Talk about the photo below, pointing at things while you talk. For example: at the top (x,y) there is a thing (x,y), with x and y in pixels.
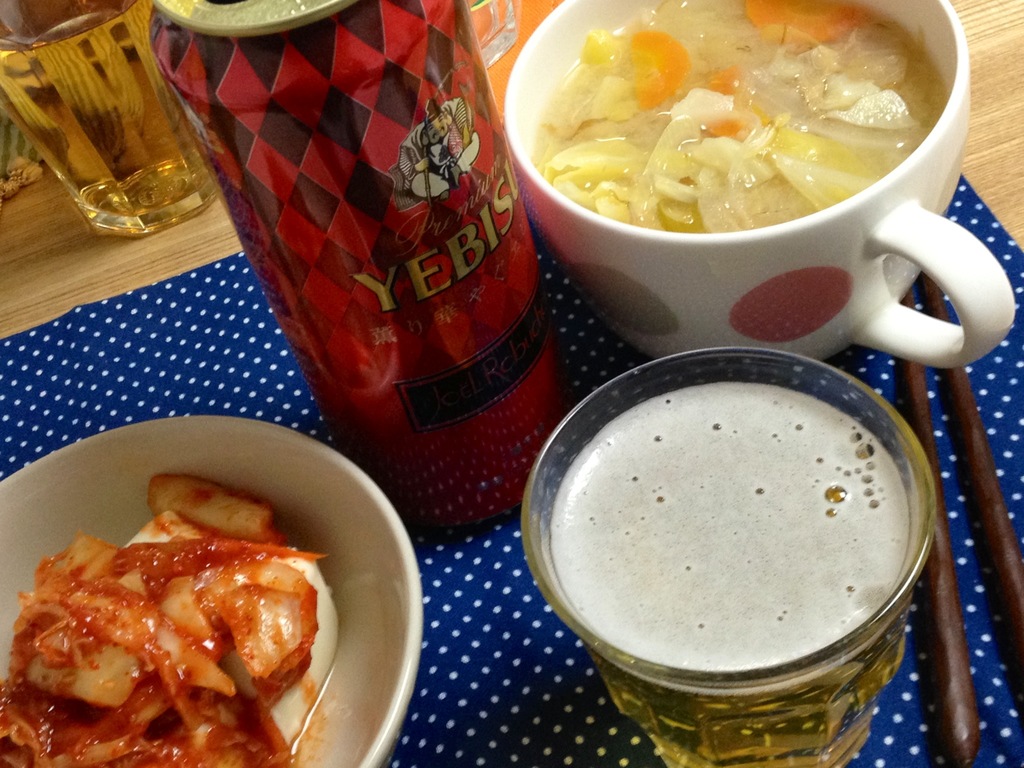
This is a zoomed in picture. In the center (630,510) we can see the red color can (383,112), glasses of drinks (116,117) and some food items (99,651) are placed on the top of the wooden table (1016,179) and we can see the chopsticks (966,405) and some other items (7,361).
